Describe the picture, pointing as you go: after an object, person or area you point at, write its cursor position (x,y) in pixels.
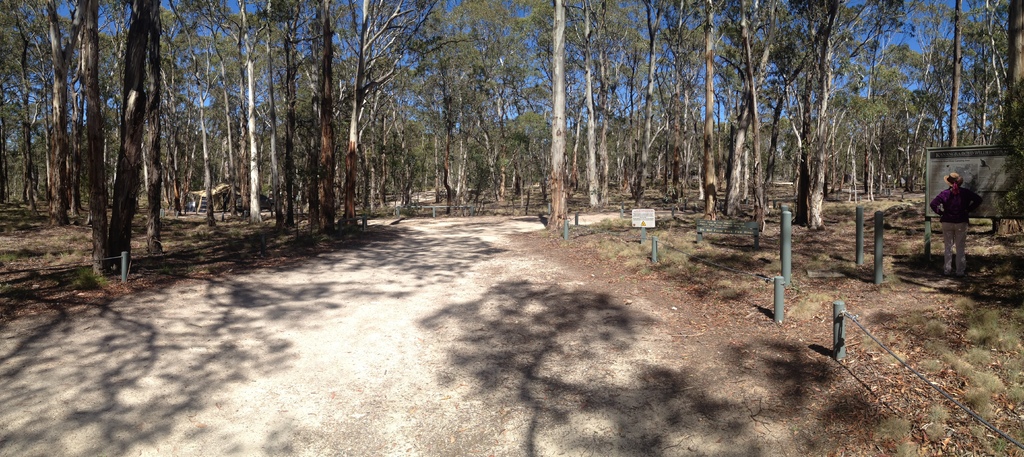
In this image we can see walkway (520,230) and some trees (462,99) there is a person (965,207) on the right side of the image (959,225) near the board (996,193) standing, there are some poles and clear sky (619,90).
